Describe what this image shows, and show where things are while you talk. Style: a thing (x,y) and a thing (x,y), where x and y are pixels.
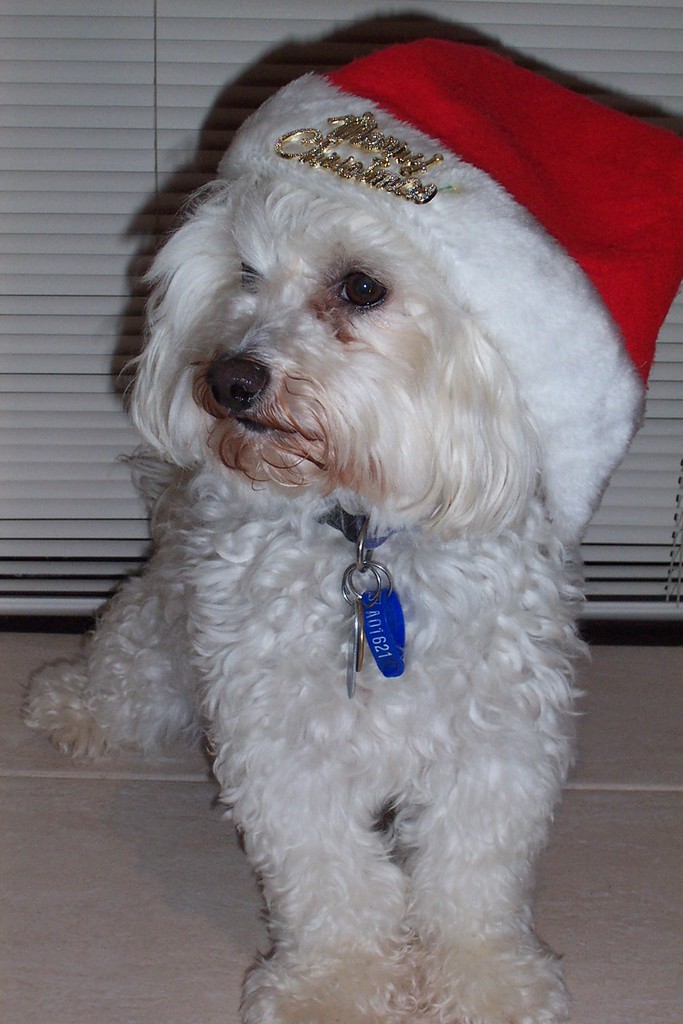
In this image we can see a dog (228,580) on the floor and there is a cap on its head (370,301) and a belt (354,538) tied to the neck (346,493). In the background (146,110) we can see the window blind (24,530).
